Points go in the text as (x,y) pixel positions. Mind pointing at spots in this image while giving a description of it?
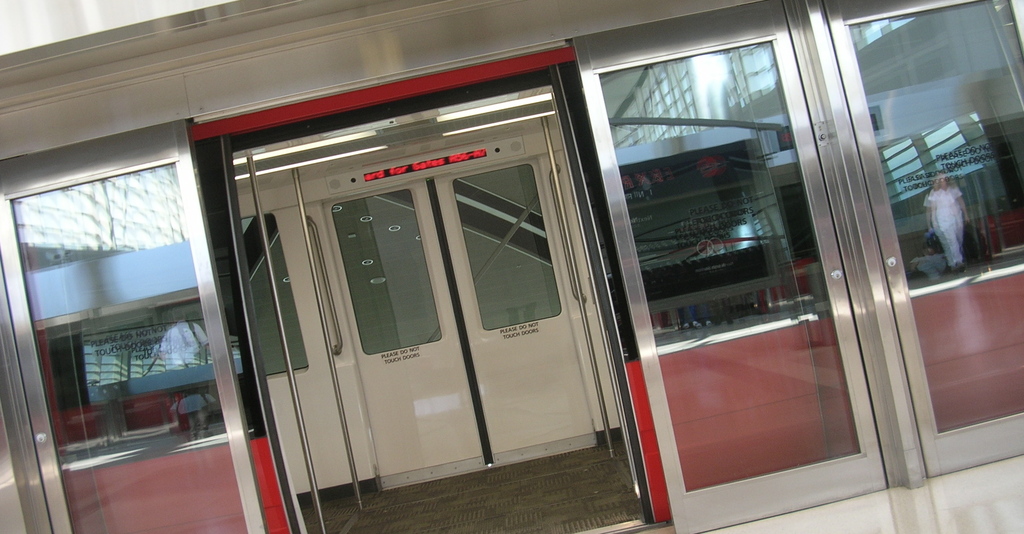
In this image, we can see a train (481,369). On the right side (865,41), we can see two glass door (978,285), in the glass door (950,249), we can see a person (946,217) walking and some text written on it. On the left side (142,262), we can also see another glass door (109,378), in the glass door (87,410), we can also see a person (198,419). In the middle of the image (422,194), we can see a door (383,302) which is closed and a LCD display (412,167). At the bottom (987,506), we can see a floor (993,495).
